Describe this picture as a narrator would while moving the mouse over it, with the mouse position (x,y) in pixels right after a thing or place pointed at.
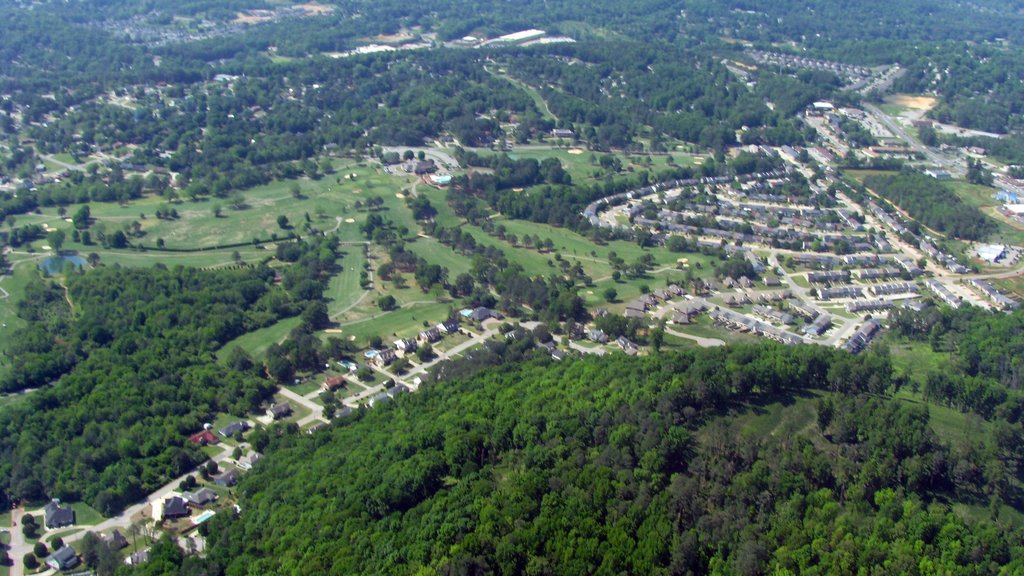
This is an aerial view. In this picture we can see houses (682,321), trees (477,256), ground (372,258), roads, vehicles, pool (61,263) are present.
